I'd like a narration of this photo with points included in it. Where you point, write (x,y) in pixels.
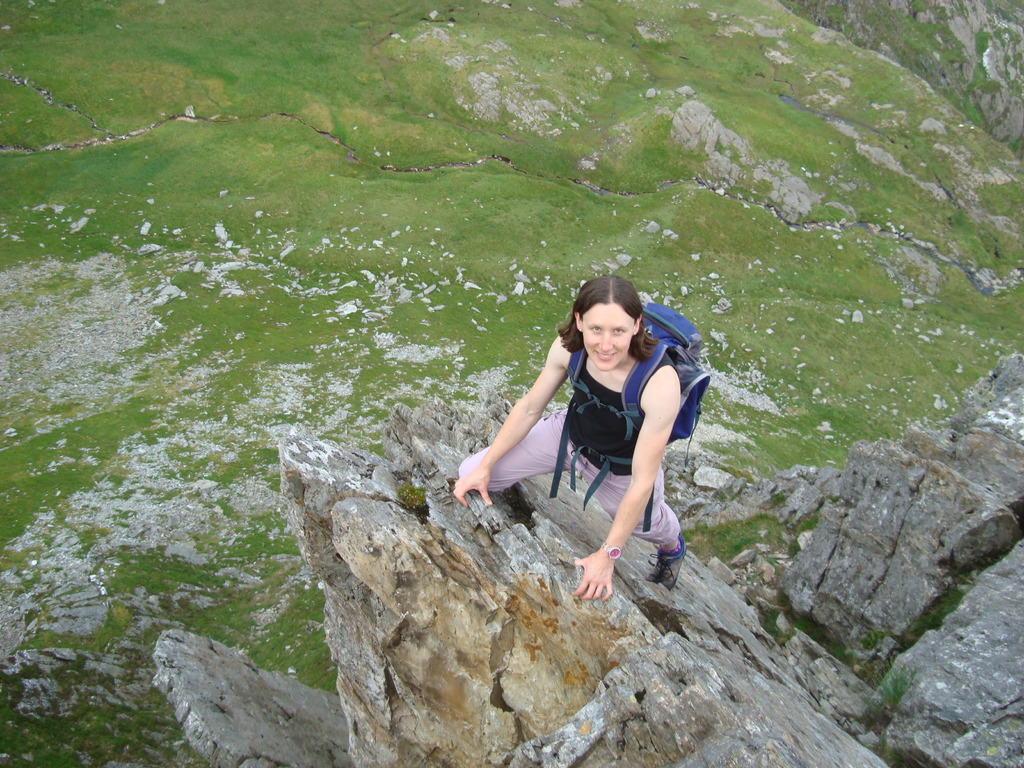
In this image I can see a woman (651,337) standing on a rock (516,649) and wearing a bag (651,323). There is grass (763,119) at the back (16,450).
